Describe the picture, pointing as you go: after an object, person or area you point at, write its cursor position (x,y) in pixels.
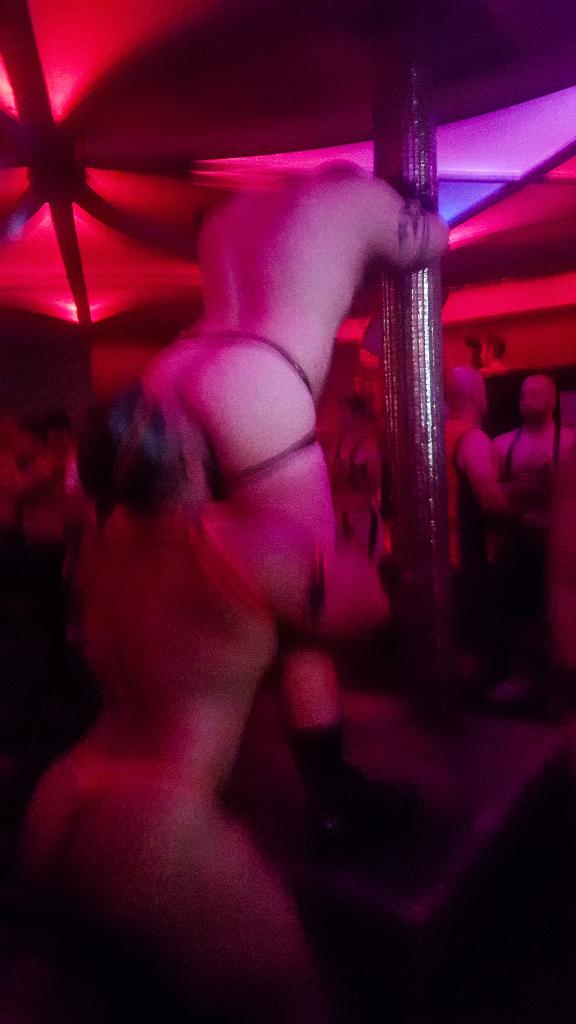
In the picture I can see two persons (304,622) are standing near the pole (393,341). The background of the image (6,186) is slightly blurred, where we can see a few people (348,496) standing and we can see lights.
